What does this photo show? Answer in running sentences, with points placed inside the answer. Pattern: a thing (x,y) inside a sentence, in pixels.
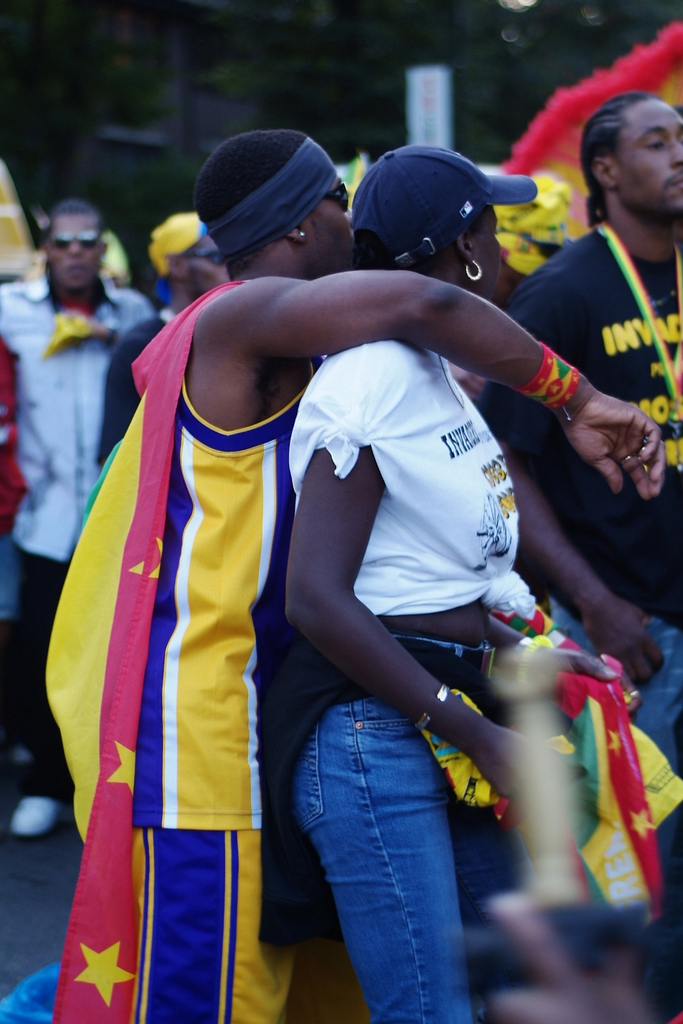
In the middle (284,574) a man (254,818) is placing his hand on a woman (268,719), he wore yellow color t-shirt (189,751), short (171,856). This woman (387,497) wore white color t-shirt (405,531) and blue color jeans (401,800). On the right side (617,547) there is a man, he wore black color t-shirt (595,374).
